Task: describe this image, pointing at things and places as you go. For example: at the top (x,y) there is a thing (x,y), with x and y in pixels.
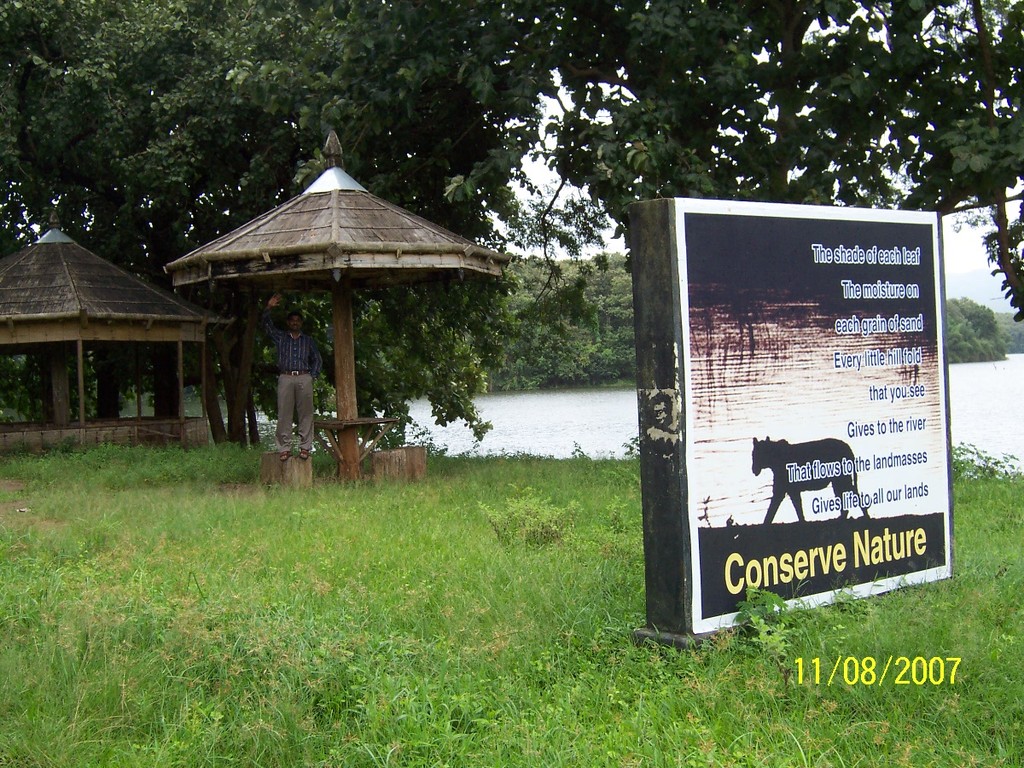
This picture is clicked outside. On the right (708,210) there is an object (657,266) on which we can see the text (910,400) and the picture (862,409) of a water body (758,380) and an animal (774,467) and we can see a person (285,350) standing on the tree stump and we can see the wooden objects (354,459) and a tent (343,264). In the background (581,168) we can see the sky (542,178), trees (581,168), plants (975,709), water body (587,433) and a gazebo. In the bottom right (916,674) we can see the numbers (909,661) on the image.
